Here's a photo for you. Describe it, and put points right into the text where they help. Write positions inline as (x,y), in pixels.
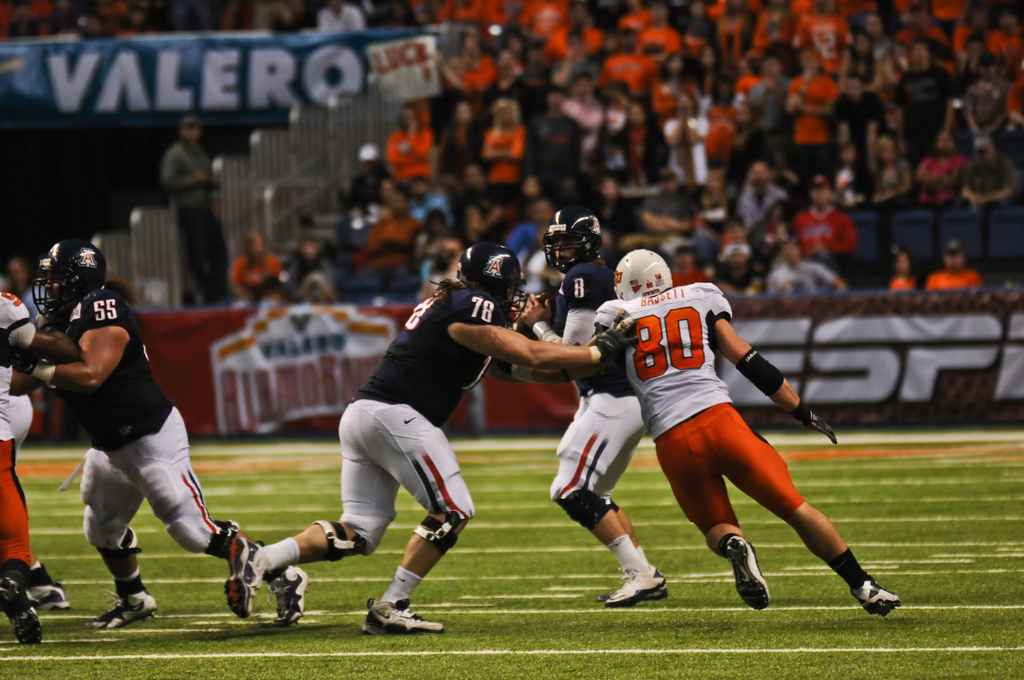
In this picture we can see few people (635,573) on the ground (526,610) and in the background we can see a group of people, advertisement boards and some objects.
